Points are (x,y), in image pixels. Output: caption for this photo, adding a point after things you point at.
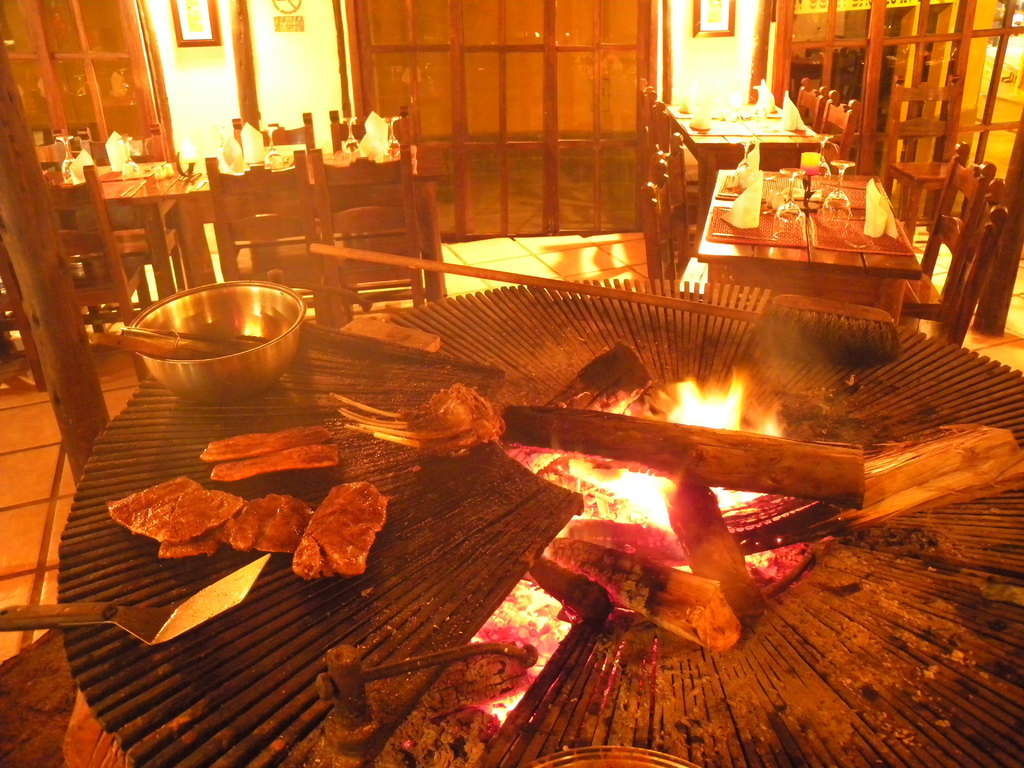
This picture is might be taken in a restaurant (837,410). In this image, in the middle (528,319), we can see a table (901,584), on that table (916,544), we can see a fire (622,509), wood sticks (836,460), bowl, meat (403,414). On the left side of the table (837,425), we can see a handle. On the right side (896,288), we can see few tables (762,249) and chairs (947,214), on that table (737,267), we can see some tissues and glasses (792,236). On the left side of the table (289,601), we can see tables (179,231) and chairs (224,206). On that table (191,191), we can see tissues (87,155), glasses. In the background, we can see a glass door (985,104).
